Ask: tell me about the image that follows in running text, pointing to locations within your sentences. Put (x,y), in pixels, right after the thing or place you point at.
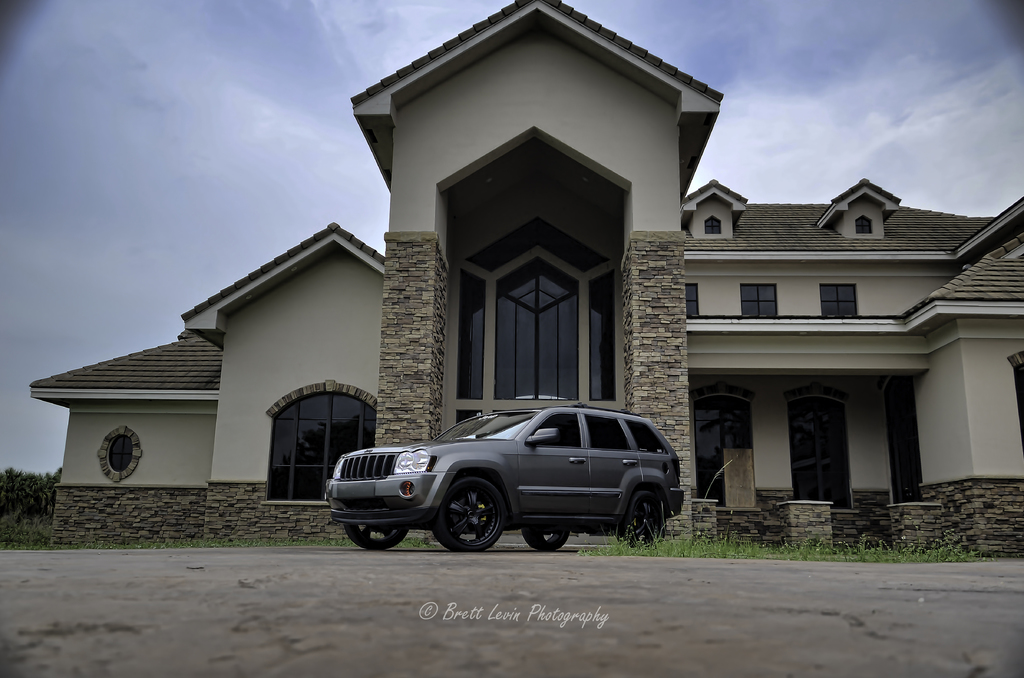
In-front of this building (588,343) there is a vehicle (615,454) and grass (644,541). These are glass windows (528,343) and doors (820,421). Background (791,147) there is a sky (294,72). Sky (294,72) is cloudy. Far there are plants (6,508). Bottom of the image (491,615) there is a watermark (511,616).
